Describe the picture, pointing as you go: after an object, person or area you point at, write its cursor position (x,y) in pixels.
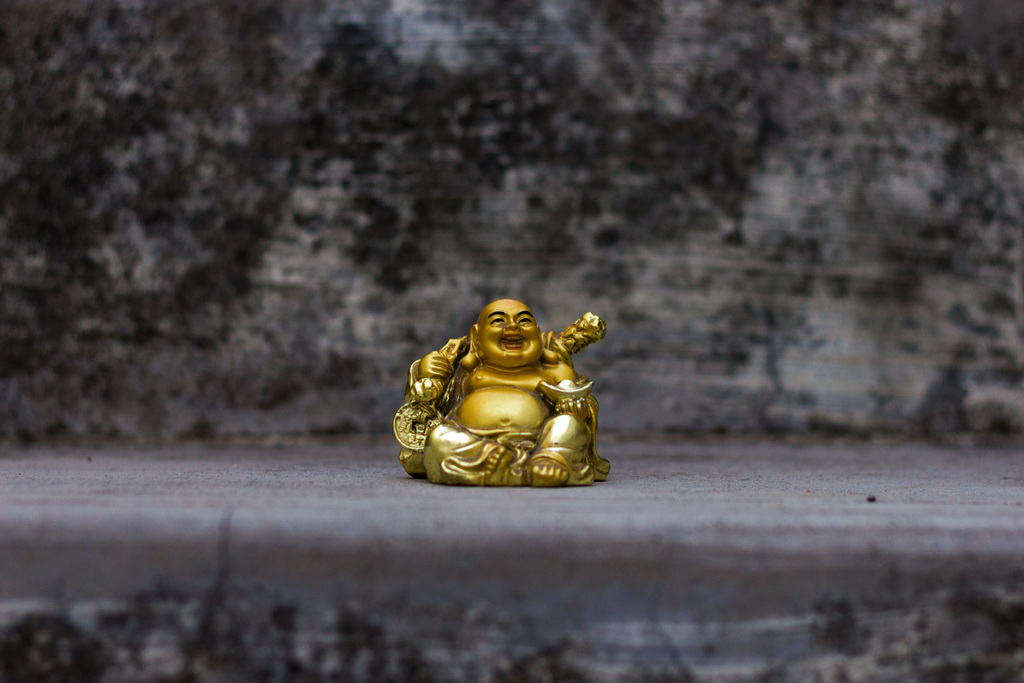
In this image, we can see a laughing buddha (488,441) on the surface (584,491). In the background (517,129) and bottom of the image (547,635), we can see a blur view.
